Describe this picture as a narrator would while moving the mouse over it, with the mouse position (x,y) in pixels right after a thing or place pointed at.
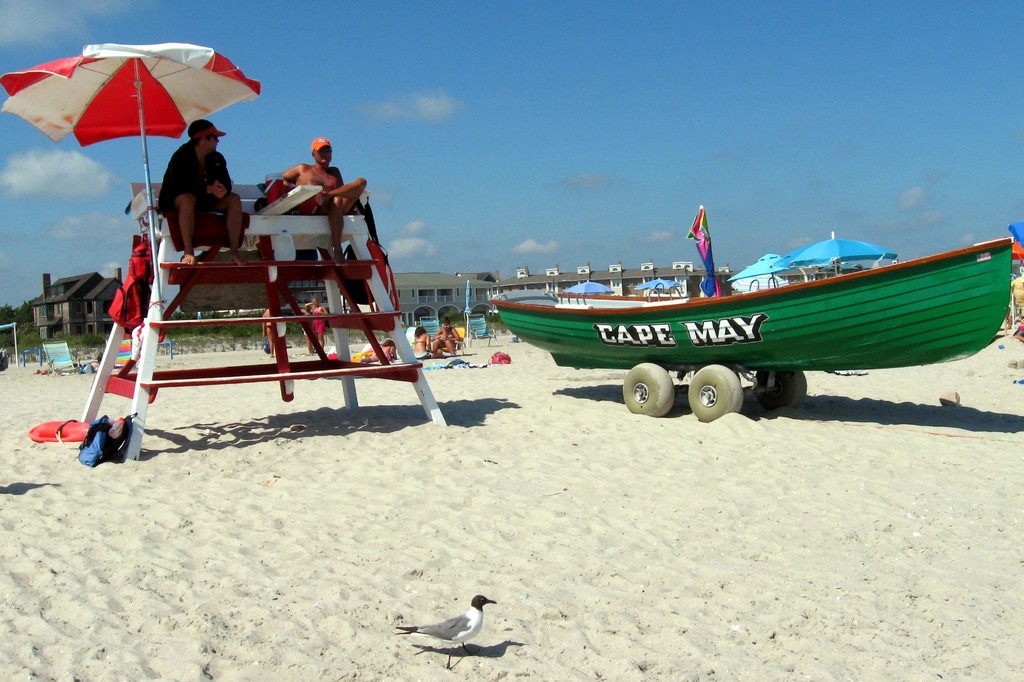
In this image we can see two persons (230,238) sitting on the bench (257,375) with an umbrella (149,84) to it. A bag (112,451) is placed on the ground (224,567). In the foreground (418,594) we can see a bird (473,630) on the ground (600,635). To the right side of the image (846,318) we can see a boat (735,347) placed on wheels (705,400), group of umbrellas (762,277), a flag (708,276). In the background (377,356), we can see some people (445,349) sitting on the ground (489,358), some chairs (482,329), group of buildings (57,298) with windows (89,303) and the cloudy sky (569,157).
